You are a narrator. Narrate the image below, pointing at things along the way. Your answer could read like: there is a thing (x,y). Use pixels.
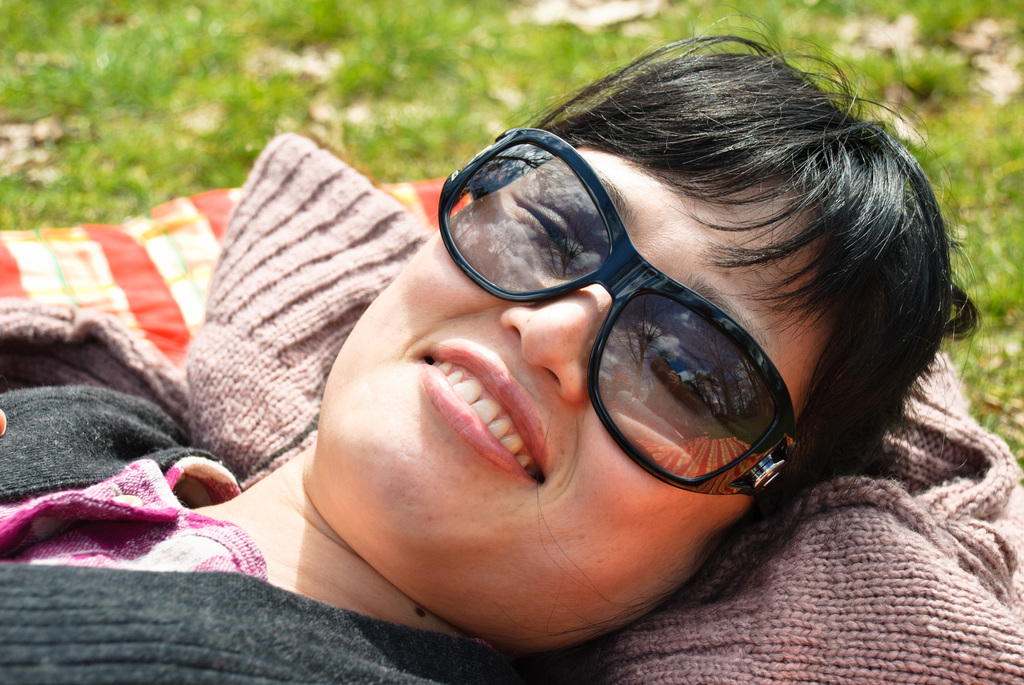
In the image a woman (804,170) is lying and smiling. Behind her there are some clothes (298,179) and grass (125,42).
